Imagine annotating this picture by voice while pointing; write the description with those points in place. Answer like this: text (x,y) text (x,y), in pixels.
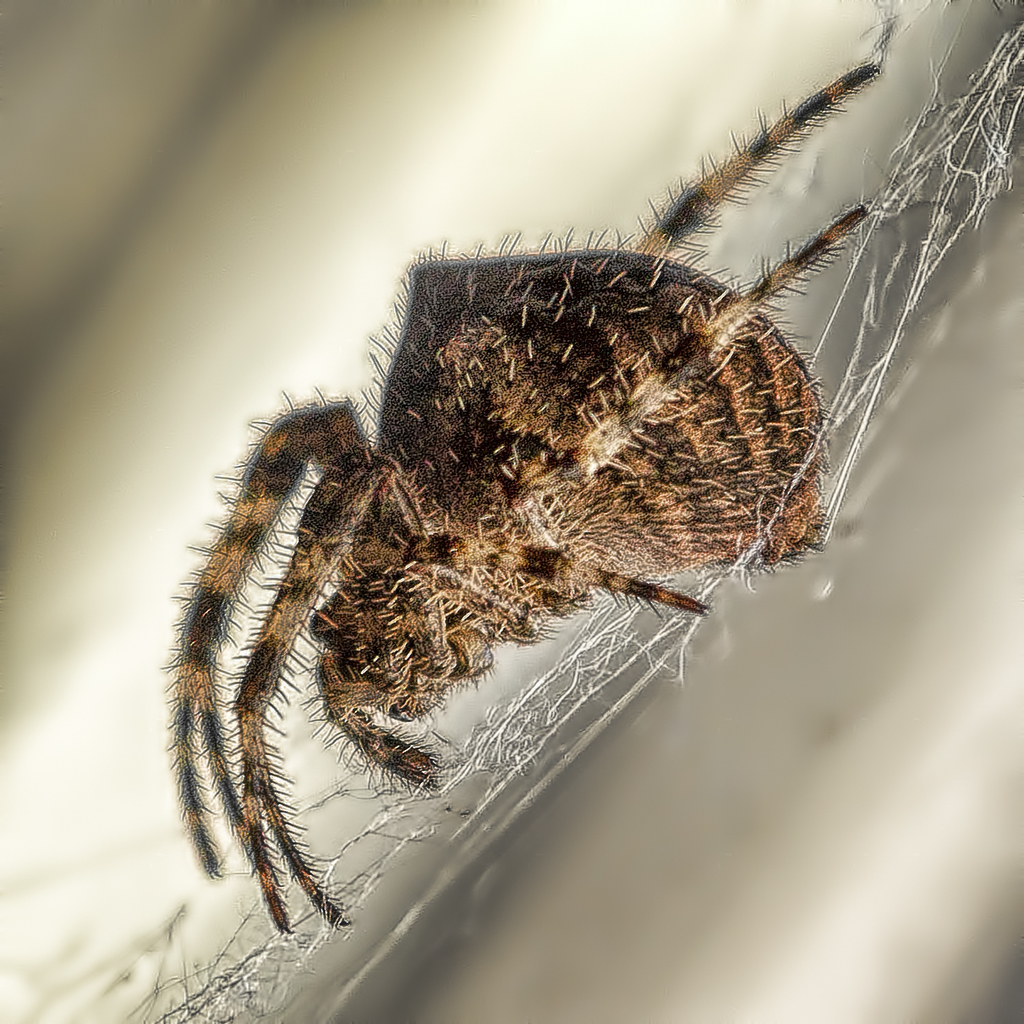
In this image we can see a spider (461,662) on the web (420,831).
